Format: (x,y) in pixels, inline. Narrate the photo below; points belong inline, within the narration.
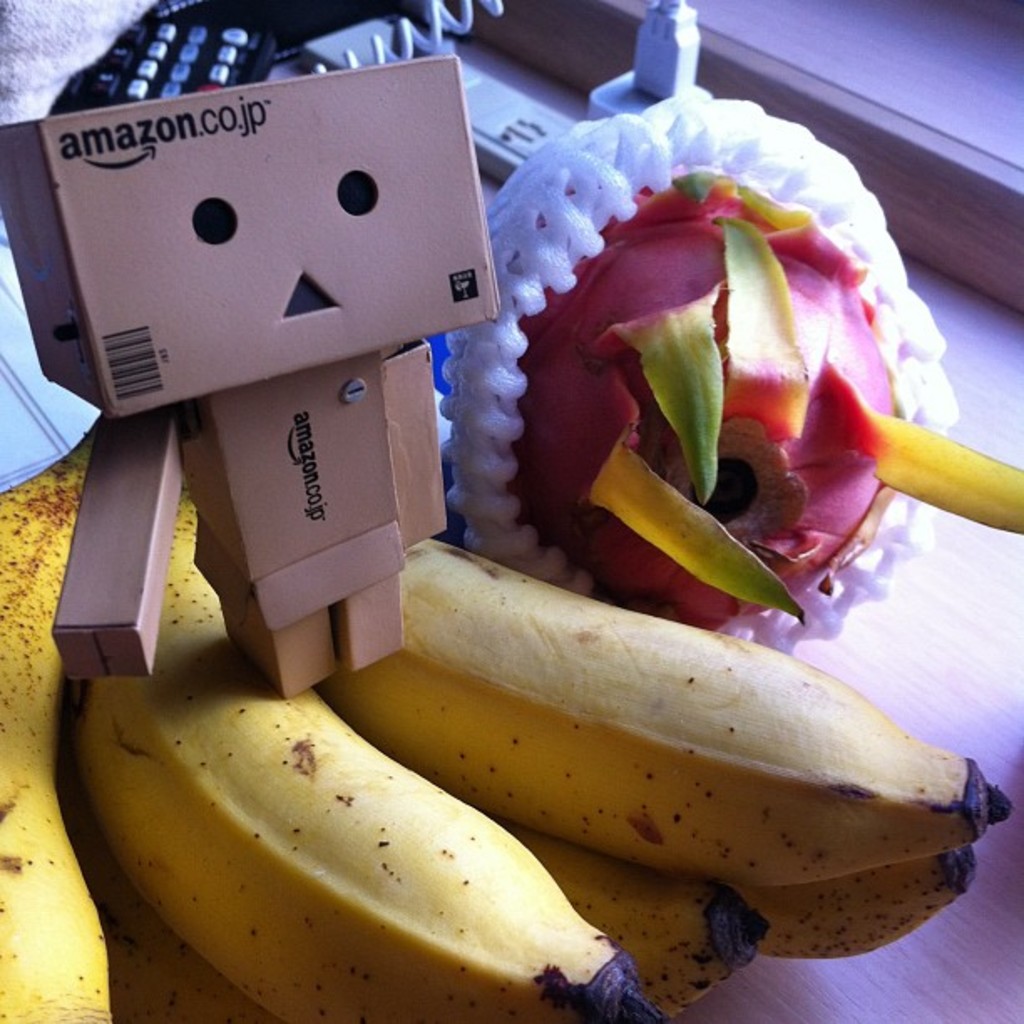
In this picture we can see fruits (648,649) on the wooden surface (950,620), toy (436,517), remotes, cable (470,7) and some objects (67,56).
